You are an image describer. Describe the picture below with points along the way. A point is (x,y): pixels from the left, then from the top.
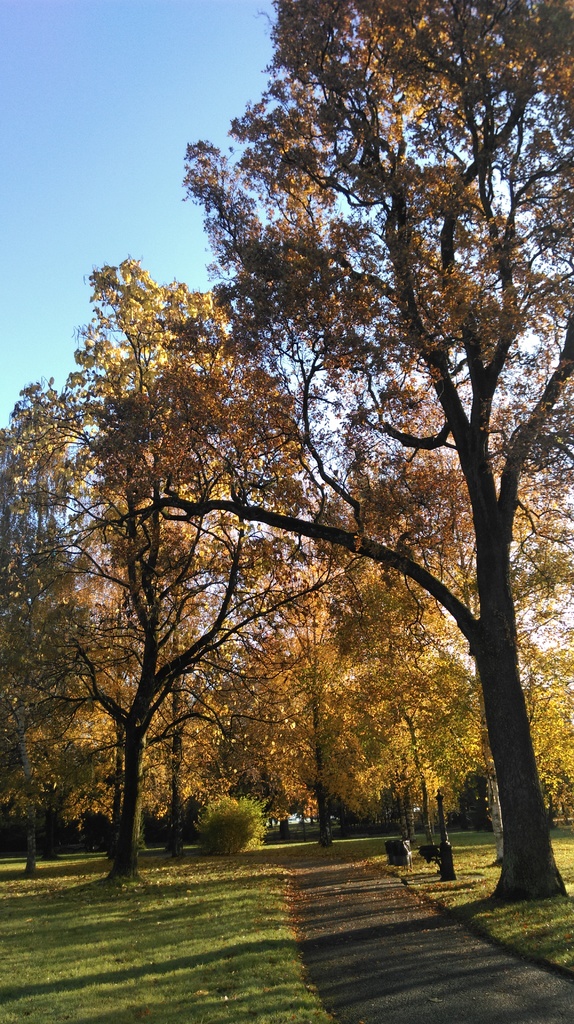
In this image we can see trees (147,832), grass (283,880), plant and the sky (85,219).
